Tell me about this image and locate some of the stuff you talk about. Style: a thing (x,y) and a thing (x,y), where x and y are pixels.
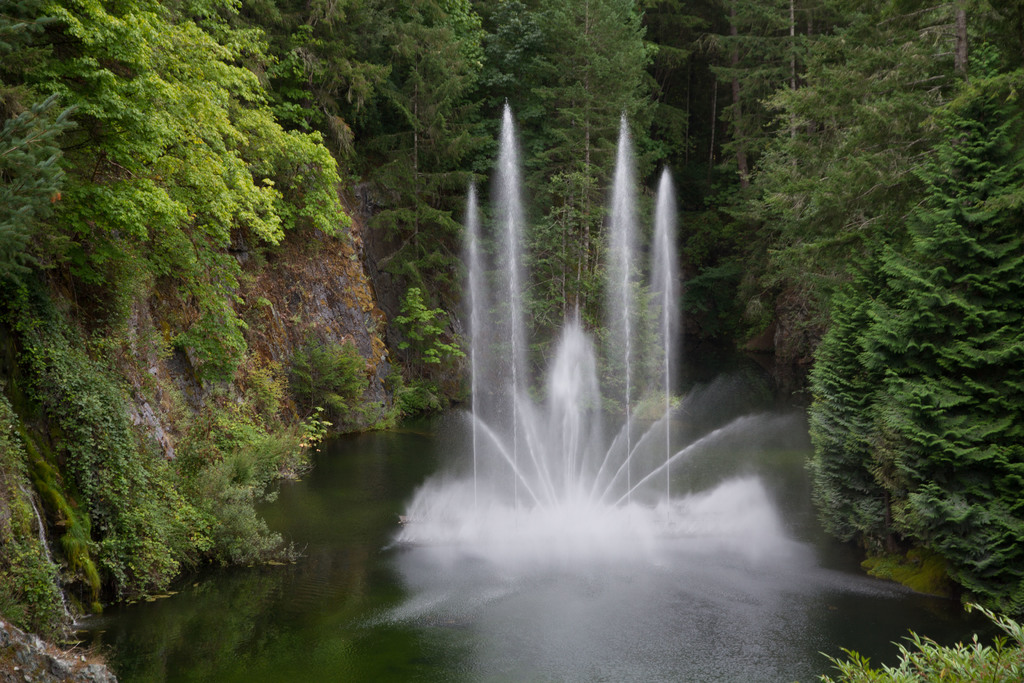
In this image I can see the fountain (694,494). In the background (584,111) I can see few trees (491,192) in green color.
